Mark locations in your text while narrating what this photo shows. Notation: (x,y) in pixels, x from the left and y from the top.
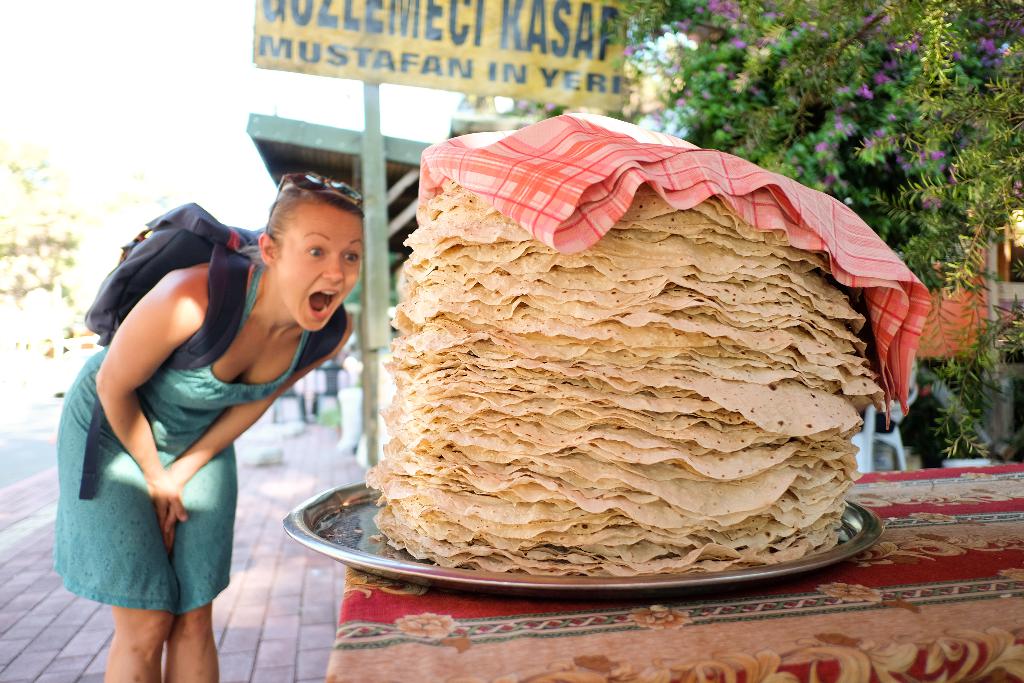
In this picture there is a woman (119,473) standing and shouting. There is food (474,443) on the plate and there is cloth (606,213) on the food (712,206) and there is plate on the table (734,630) and the table (734,630) is covered with floral cloth (555,648). At the back (470,38) there are trees (1023,61) and there is a board (327,37) on the pole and there is text (324,9) on the board (608,9) and there is a building (1015,279) and there is a person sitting on the chair (871,441). At the bottom (309,653) there is a road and there is a pavement (262,518). At the top (228,79) there is sky (228,79).
